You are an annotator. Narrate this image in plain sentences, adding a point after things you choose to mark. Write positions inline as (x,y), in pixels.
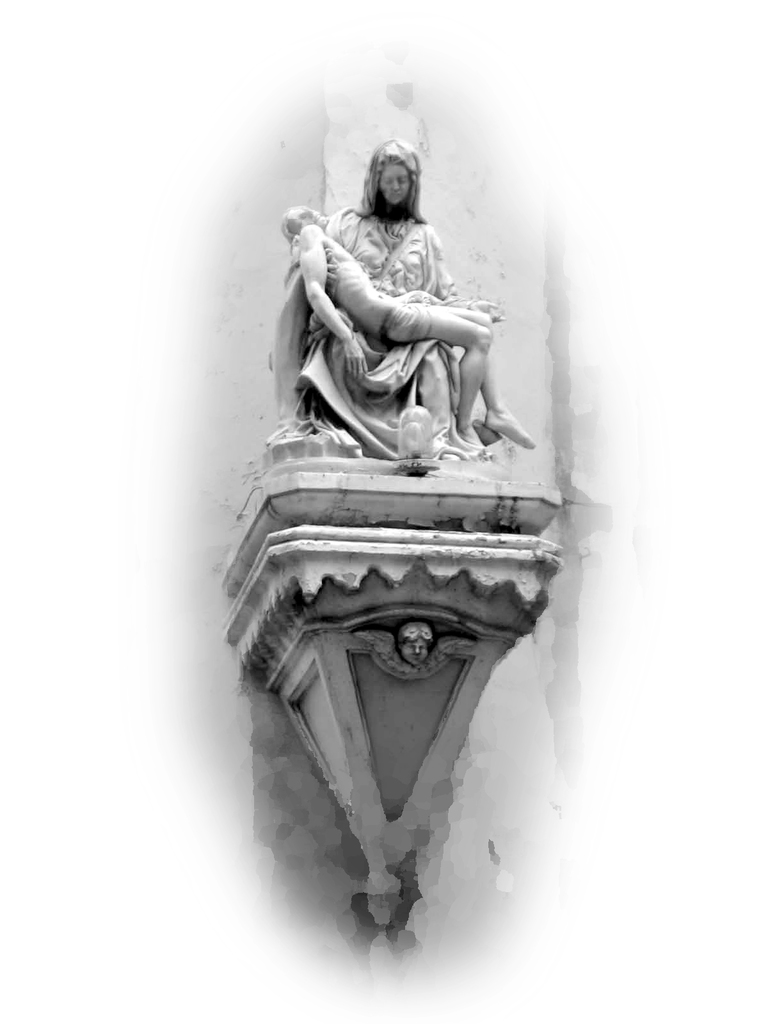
There is a sculpture (401,547) in the image.
